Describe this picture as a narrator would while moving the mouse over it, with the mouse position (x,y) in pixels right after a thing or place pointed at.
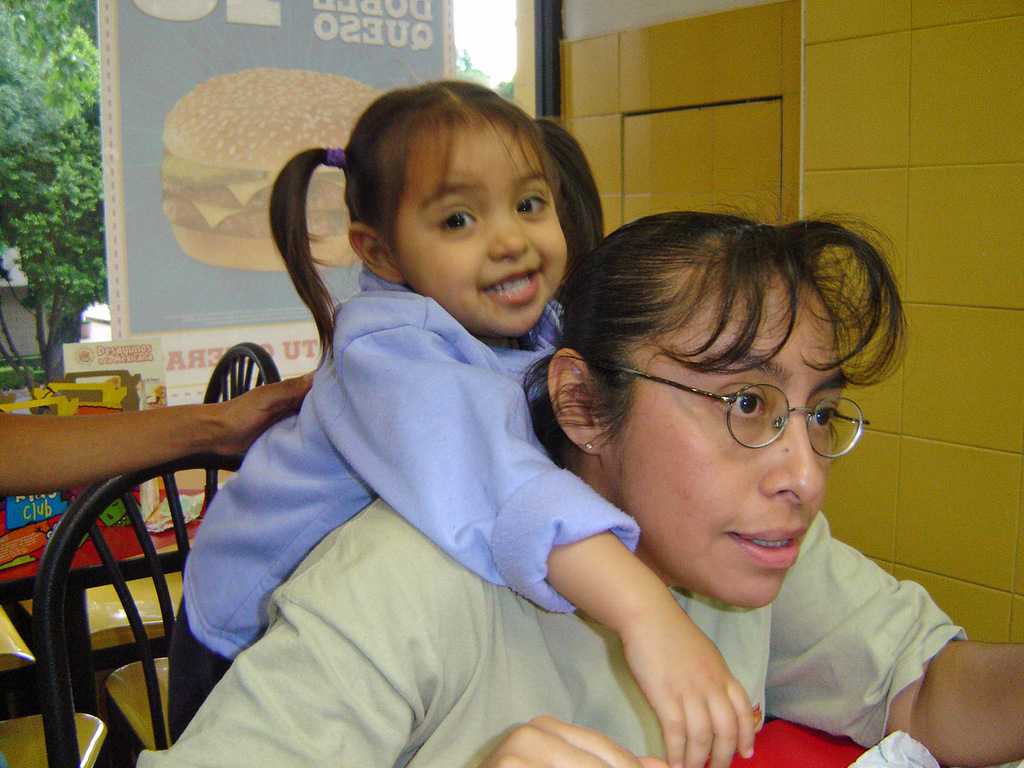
In this picture there is a woman (751,534) who is wearing spectacles (765,414) looking at something. Behind her there is a girl (482,326) who is standing and smiling and this woman (481,605) sat on this chair (45,586), black chair (142,581). It seems like a restaurant (717,158) or something, tables (81,563) present and it is like some bun advertisement (222,149). It is a glass (85,265), behind it there is a tree (65,93) and this seems like hand (238,424) of some person (207,447).
